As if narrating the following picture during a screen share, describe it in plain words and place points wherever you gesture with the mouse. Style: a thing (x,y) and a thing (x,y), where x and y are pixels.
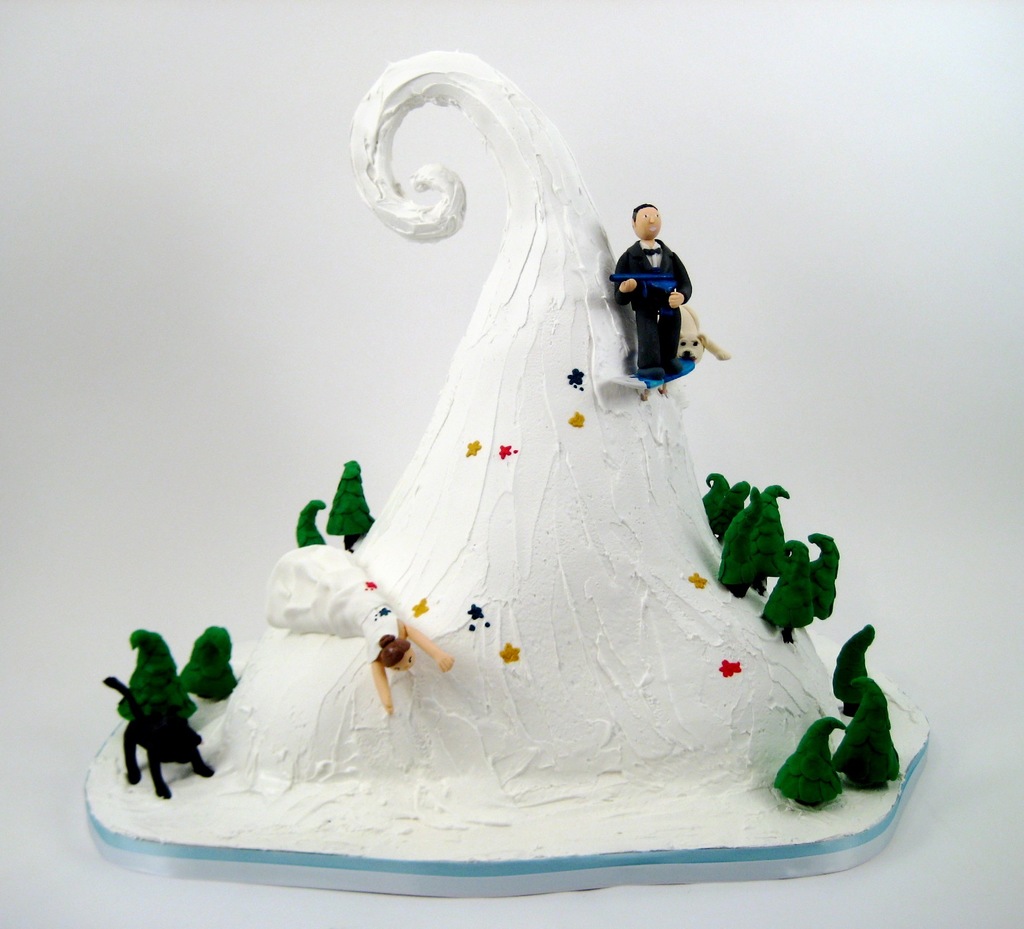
In this picture we can see a cake (458,484). Behind the cake (393,562) there is the white background (893,549).
